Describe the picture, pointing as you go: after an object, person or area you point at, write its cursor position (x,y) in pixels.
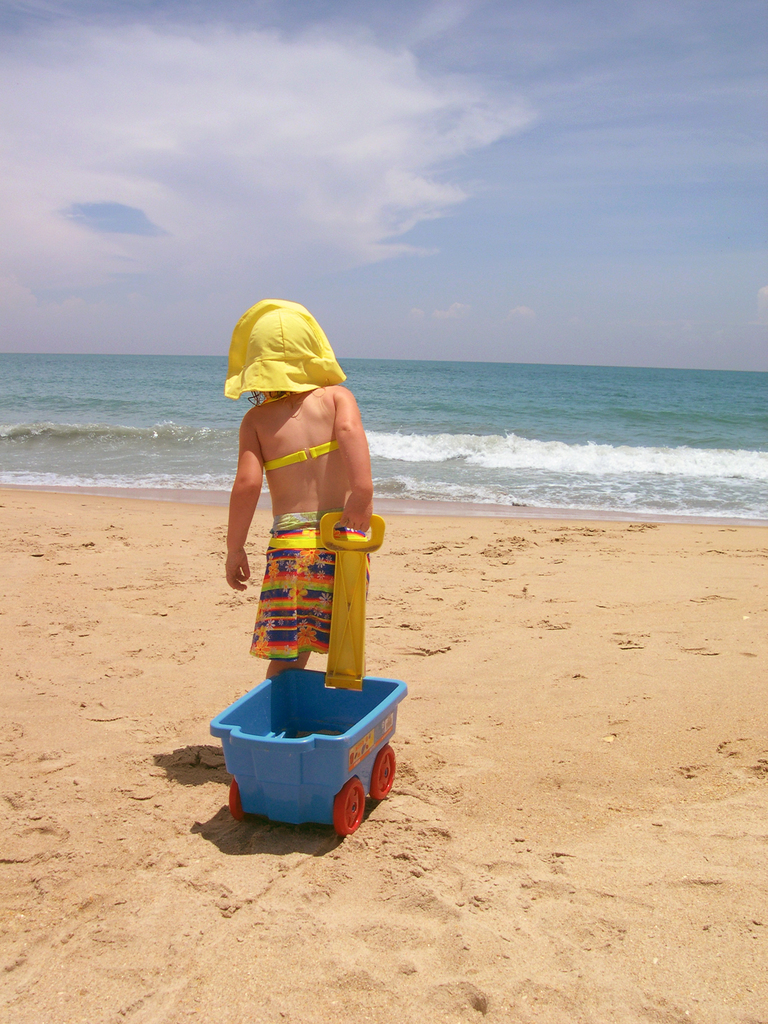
In this picture there is a child (342,406) who is wearing yellow hat (319,378). The child (279,586) is holding a plastic object (329,669) and wagon (314,687). In the background (760,393) I can see the ocean (426,382). At the bottom (470,966) I can see the beach (536,770). At the top (301,108) I can see the sky (269,150) and clouds (48,150).
